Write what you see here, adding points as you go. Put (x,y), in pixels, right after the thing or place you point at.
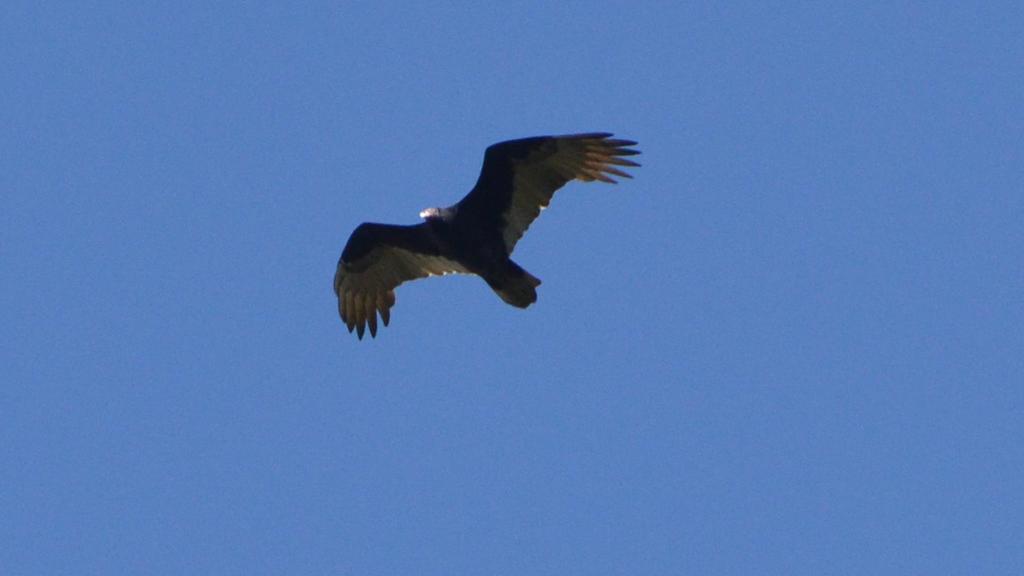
In this image we can see one bird (507,170) flying in the blue sky (217,176).
